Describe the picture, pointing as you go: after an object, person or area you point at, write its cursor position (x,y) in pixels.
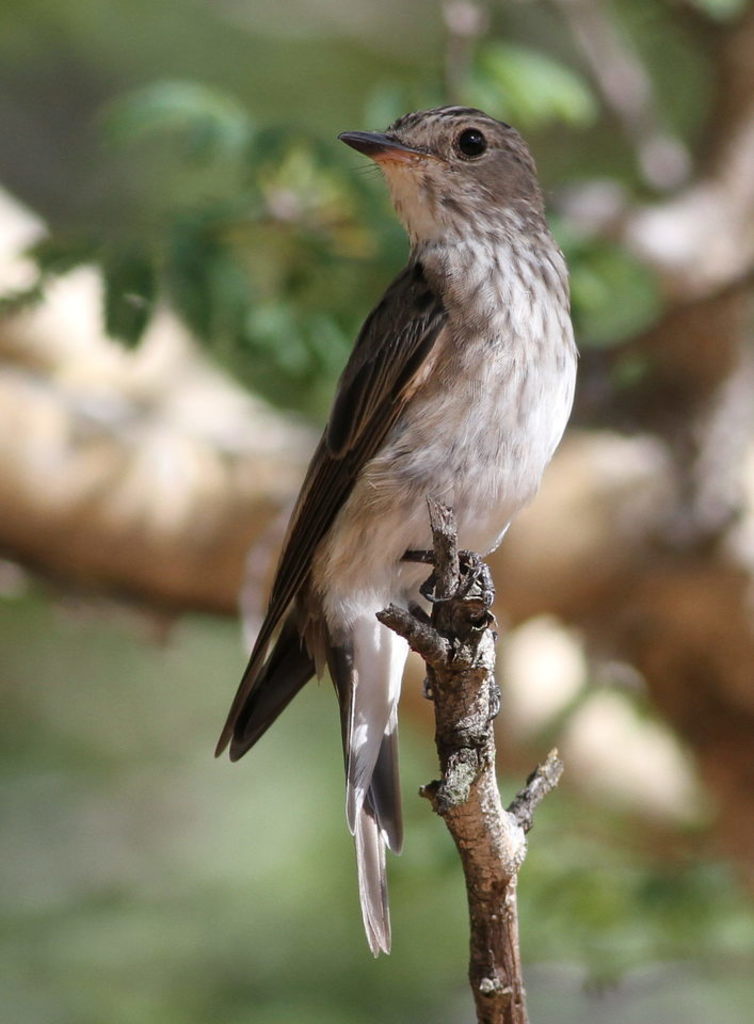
In this image a bird (501,517) is standing on the stem (492,762). Behind it there are few leaves (300,353).
